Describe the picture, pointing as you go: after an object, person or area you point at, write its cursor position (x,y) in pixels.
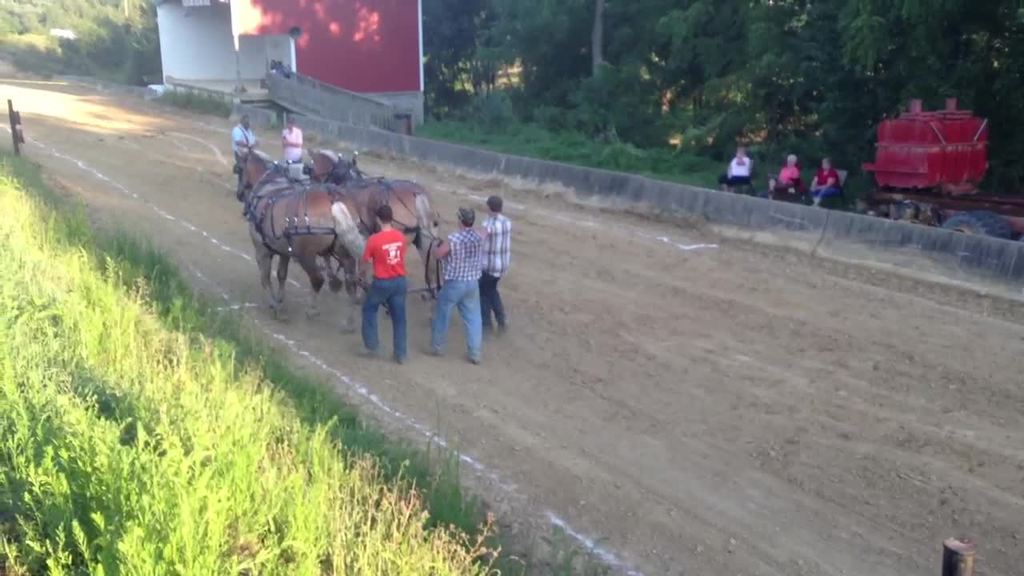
In the middle of the picture (368,237), we see two horses (328,179) and three men (402,254) are walking behind the horses (282,202). In front of them, we see two people (234,147) are standing. In the left bottom of the picture (136,466), we see the grass (187,478). On the right side (954,148), we see a red color vehicle (923,177). Beside that, we see three women (832,194) are sitting on the chairs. Behind them, there are trees (538,96). In the background (294,76), we see a building (290,48) in white and red color. There are trees (152,49) in the background (88,16).
